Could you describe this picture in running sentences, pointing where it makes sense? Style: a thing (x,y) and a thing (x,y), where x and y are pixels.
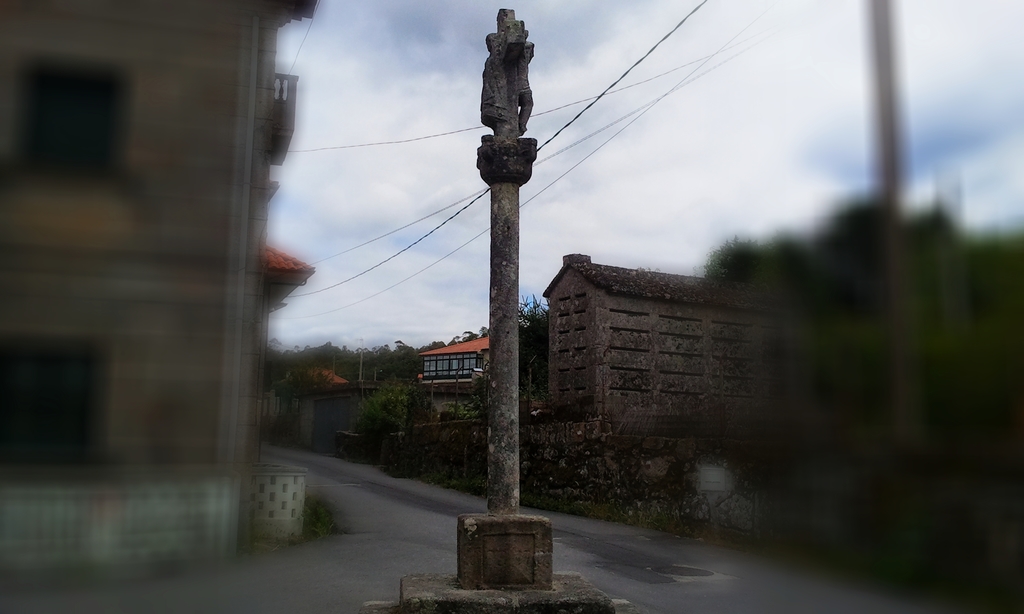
In this image, at the middle (498,239) we can see a circular pillar (498,220), on that there are some statues (507,119), at the left side (208,210) there is a building (160,260), at the right side (689,421) there are some homes (455,378) and trees (527,382), at the top (770,75) there is a white color sky (634,167).
